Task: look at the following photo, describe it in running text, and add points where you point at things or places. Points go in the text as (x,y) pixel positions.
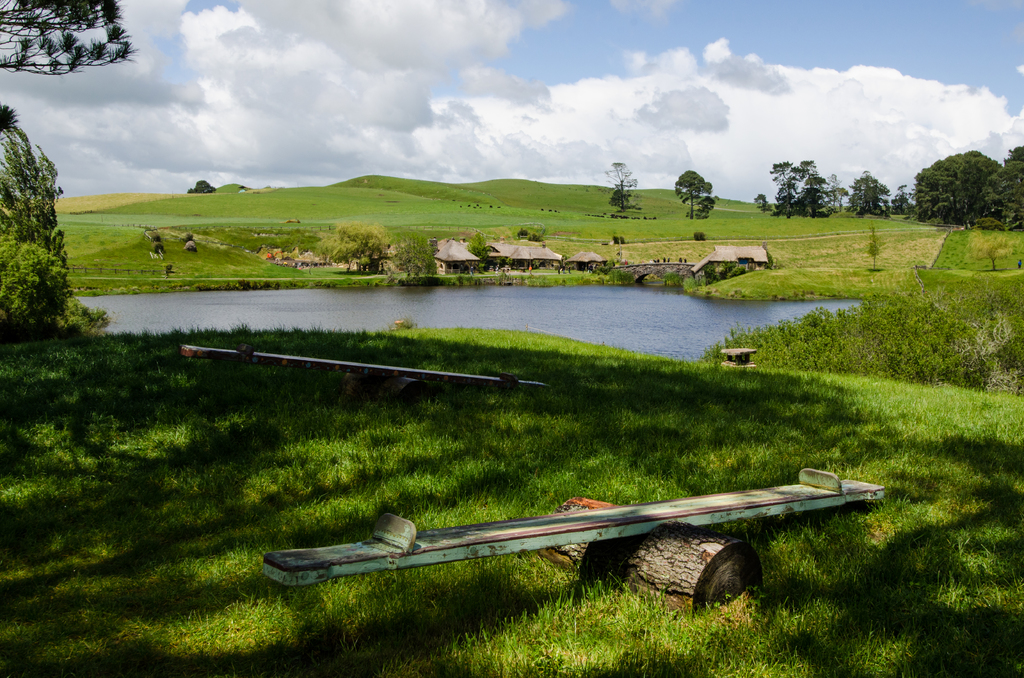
In this image there are logs (642,552), on that log (648,541) there are wooden planks (309,564), there is a green land (173,457), in the middle (642,315) there is a pond (452,295), in the background (417,254) there are houses (467,262), trees (14,252) and hill (353,187) and the sky (550,93).
